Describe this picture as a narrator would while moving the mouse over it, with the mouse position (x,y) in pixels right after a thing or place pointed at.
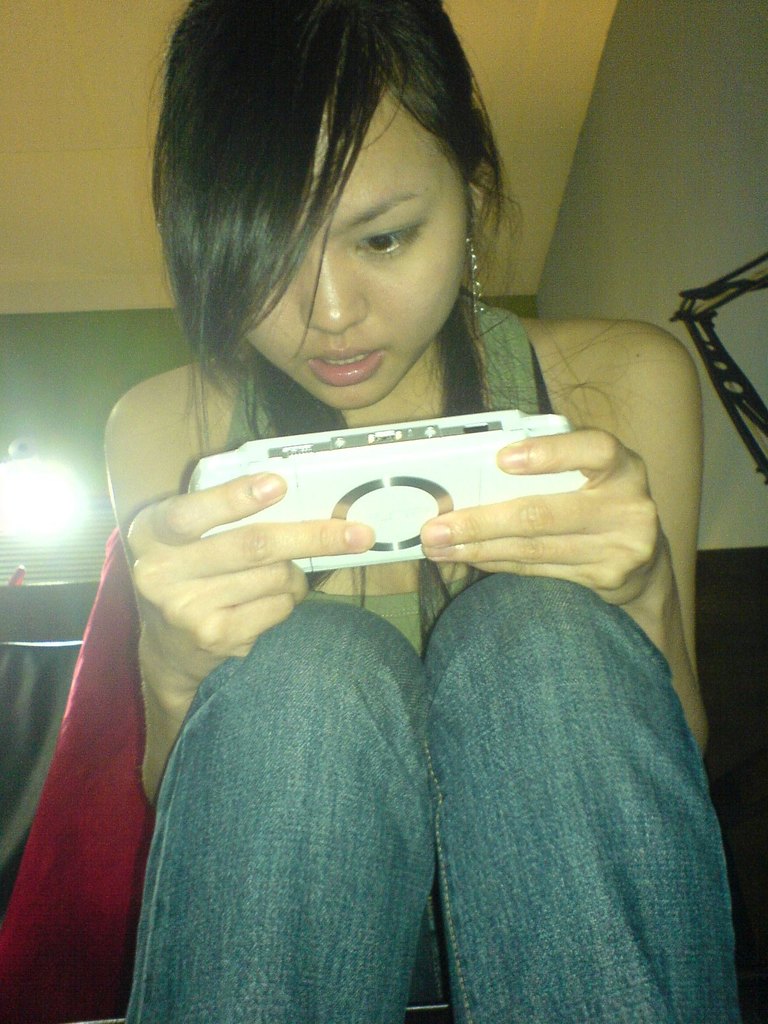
In this picture we can see a woman (297,954) holding a device (520,430) with her hands (536,459) and sitting and in the background (102,343) we can see wall (494,278), light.
